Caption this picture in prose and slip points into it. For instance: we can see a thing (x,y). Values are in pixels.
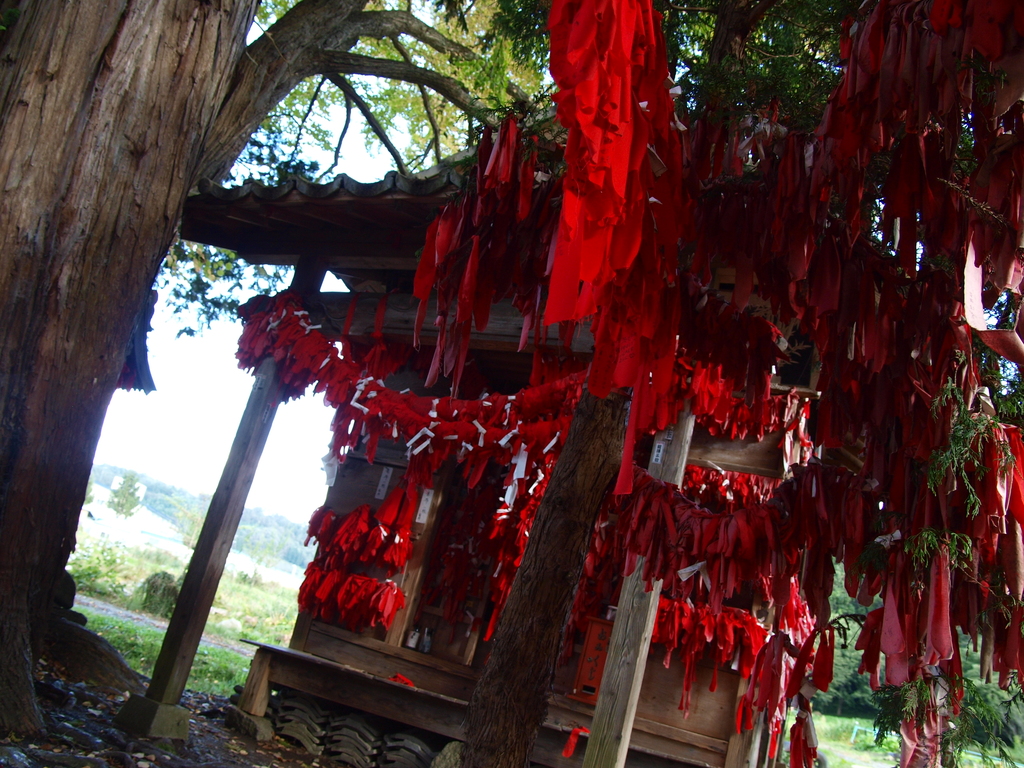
In this image we can see a tree (2,182), clothes (407,484) tied to the tree (583,513) and poles (205,575) and we can see a small shed (381,714). In the background (281,559) there are trees (194,500), plants (248,632), objects (131,524) and sky (172,470).
